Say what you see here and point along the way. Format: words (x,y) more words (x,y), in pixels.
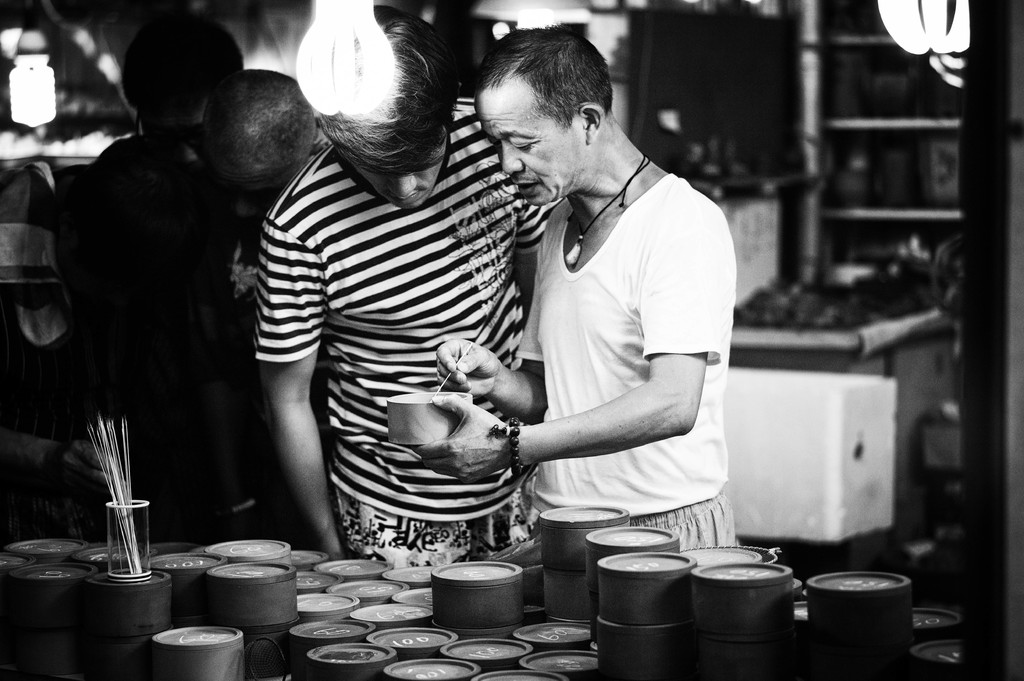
This is a black and white image. In this image we can see two people (477,368). One person (529,392) is holding a stick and a box (405,419). In front of them there are many boxes (390,580). Also there is a glass (130,519) with sticks (125,493). Also there are lights (956,46).
